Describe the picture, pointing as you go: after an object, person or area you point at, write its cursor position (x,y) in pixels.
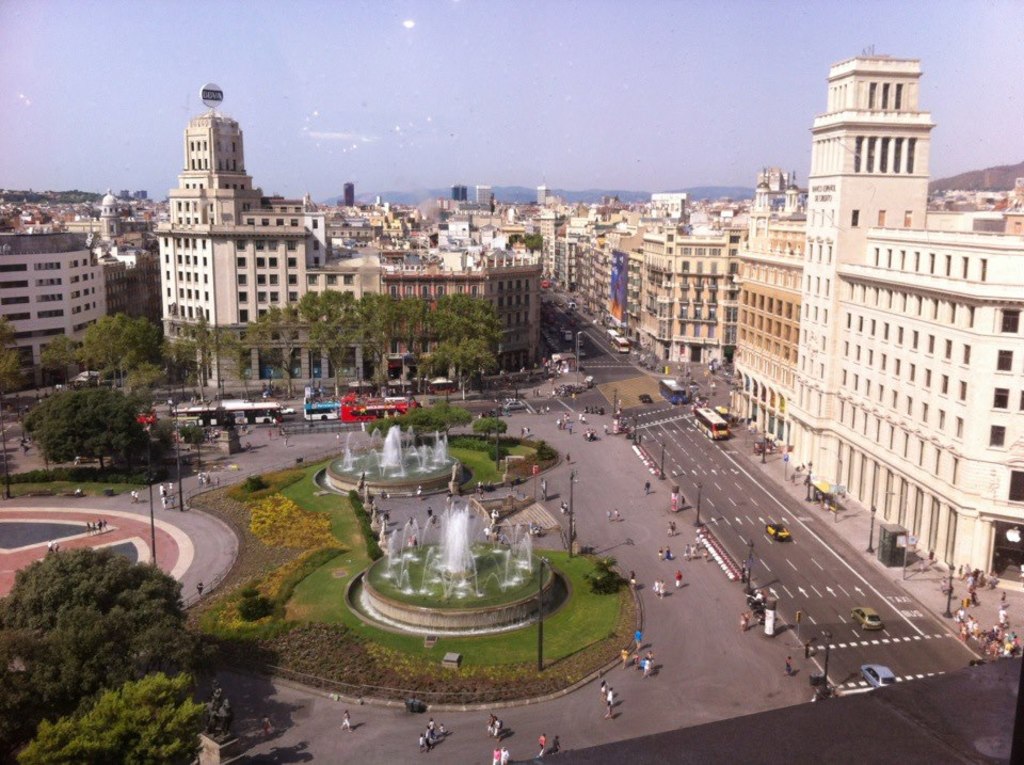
This picture is clicked in the city (477,631). In this picture, we see many people (432,736) are walking on the road (698,597). We even see vehicles (642,401) are moving on the road (647,415). On either side of the road (752,472), we see poles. In the middle of the picture (360,448), we see fountains (408,604), grass (455,638) and shrubs (413,418). In the left bottom of the picture (175,607), we see trees (106,676). There are trees (295,342) and buildings (633,304) in the background (768,280). We even see the hills (518,190) in the background (532,193). At the top of the picture (466,134), we see the sky (358,15).
